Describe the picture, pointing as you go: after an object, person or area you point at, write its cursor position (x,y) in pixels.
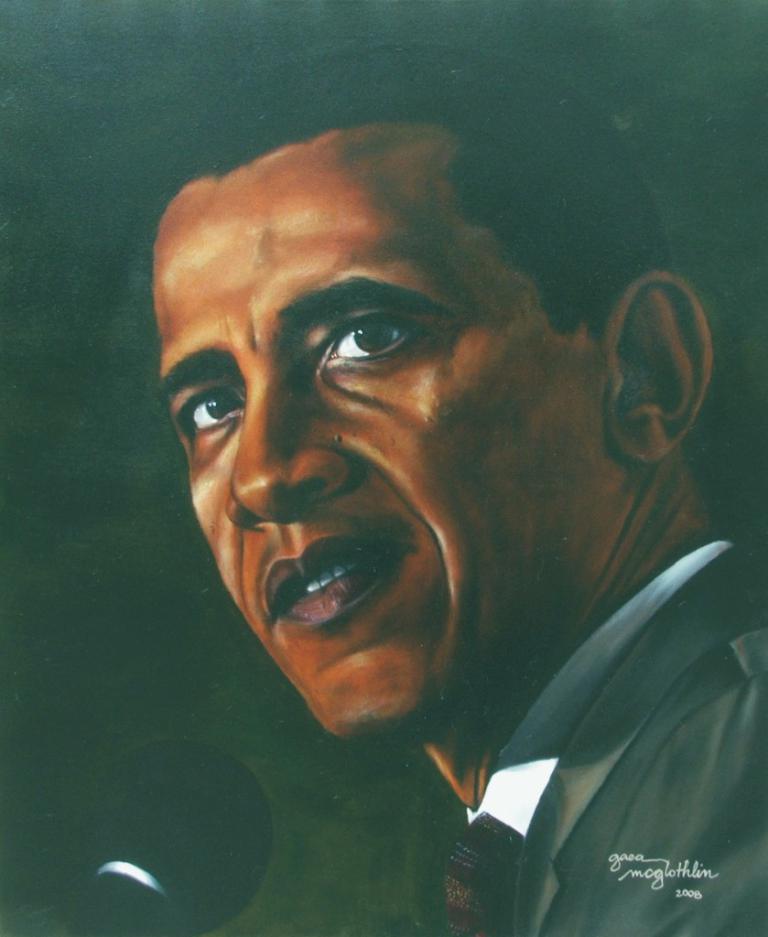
It is a painting. This painting contains a mic (248,826) and text (628,864) written on it. The person (694,342) in this painting is known as Obama (659,847), he wear white shirt (493,805) with tie (478,856) and coat (593,832).
